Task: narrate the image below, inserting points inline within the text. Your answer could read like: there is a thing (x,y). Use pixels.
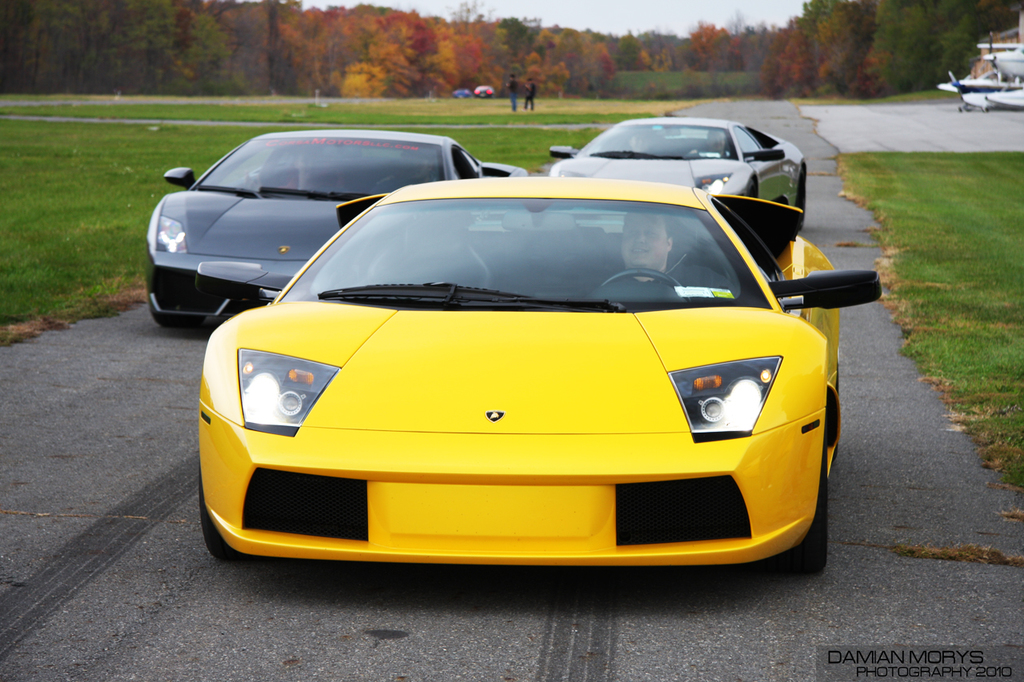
There are cars (536,348) on the road (326,652). This is grass (69,143) and there are two persons (515,101). Here we can see trees (449,82) and vehicles (482,88). In the background (600,18) there is sky (714,19).
